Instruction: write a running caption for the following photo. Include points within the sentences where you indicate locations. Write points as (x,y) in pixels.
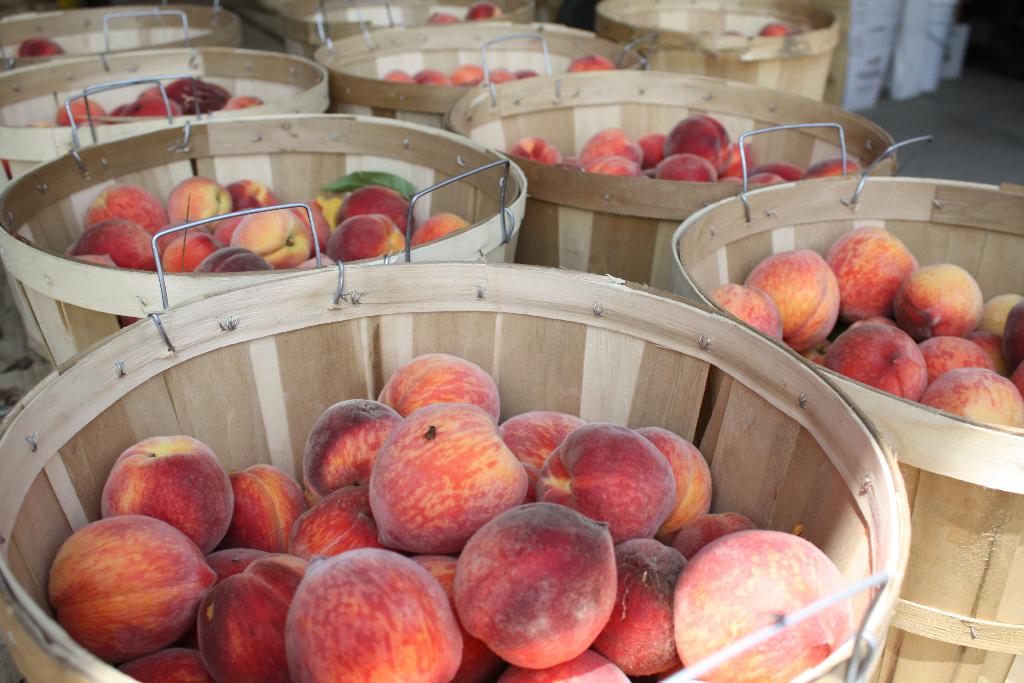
In this image there are so many wooden baskets (455,198) in which there are so many peaches (394,510).
